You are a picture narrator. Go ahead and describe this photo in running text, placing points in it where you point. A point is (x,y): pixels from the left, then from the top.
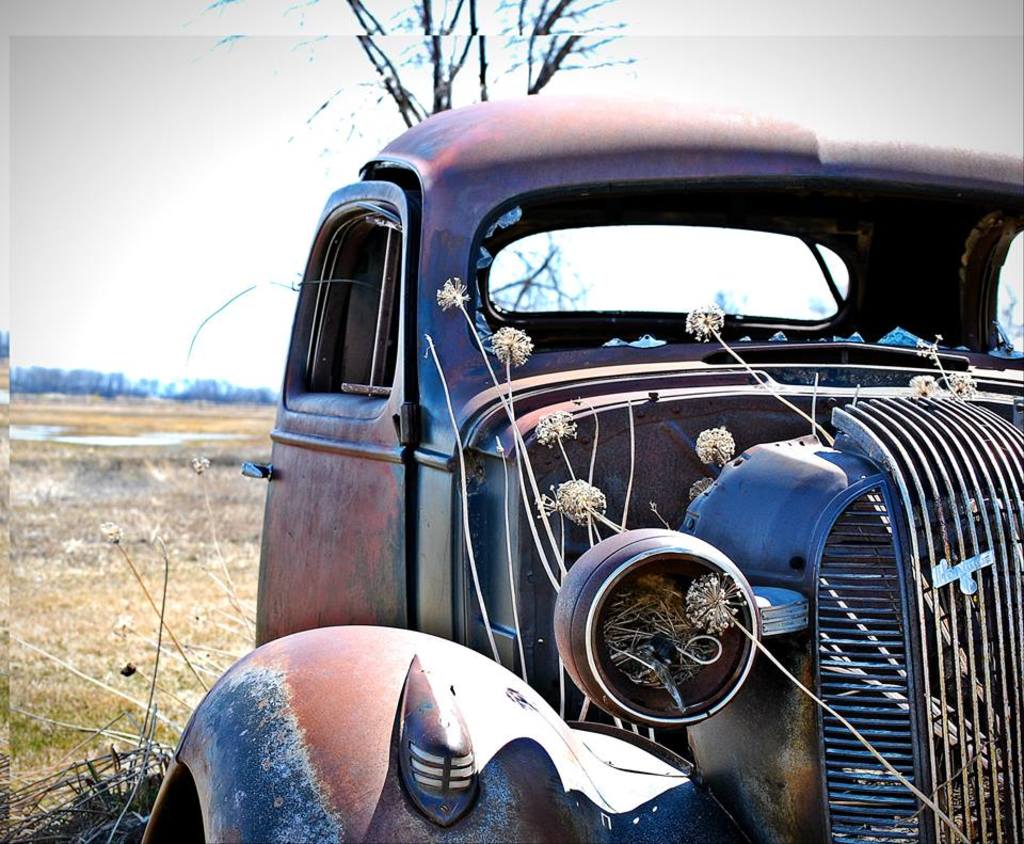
This image consists of a car (462,323). It looks like a vintage car (238,761). At the bottom (66,713), there is grass (81,713) on the ground (180,561). In the background (439,104), there are trees (87,390). At the top (357,118), there is sky (143,155).
